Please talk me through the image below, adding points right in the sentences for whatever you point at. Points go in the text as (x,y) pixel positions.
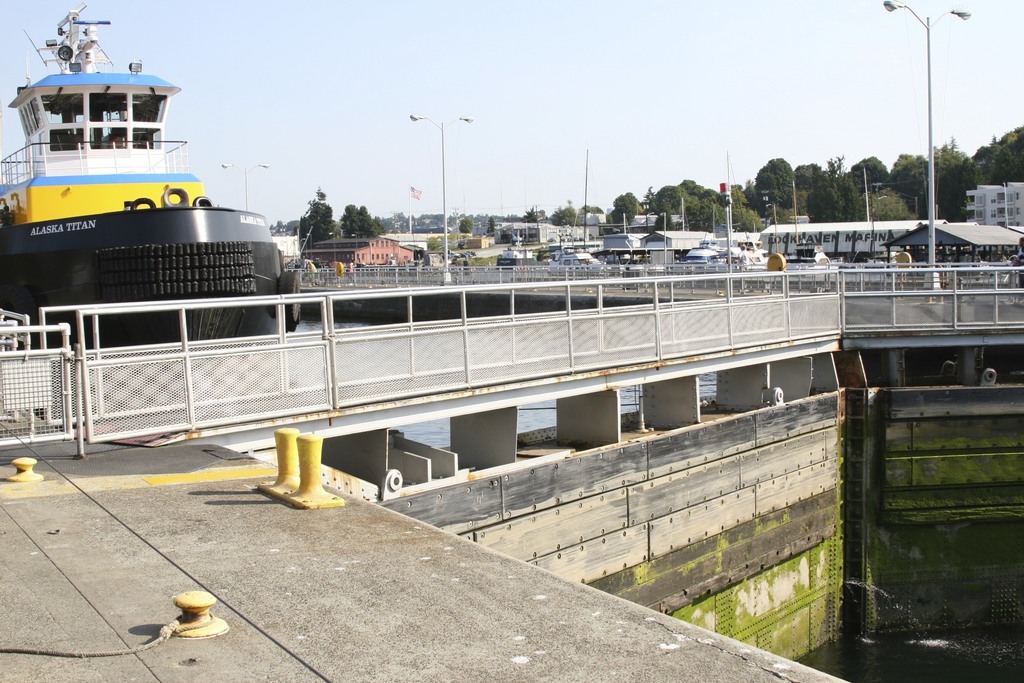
In this image we can see railings (419,352). And there are walls (517,523) and small poles (281,465). Also there is water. And there is a ship (108,183). In the background (402,267) there are railings (436,271). Also there are buildings (772,239). There are light poles (932,228). And there are trees (779,213) and sky (408,94) in the background (432,78).
